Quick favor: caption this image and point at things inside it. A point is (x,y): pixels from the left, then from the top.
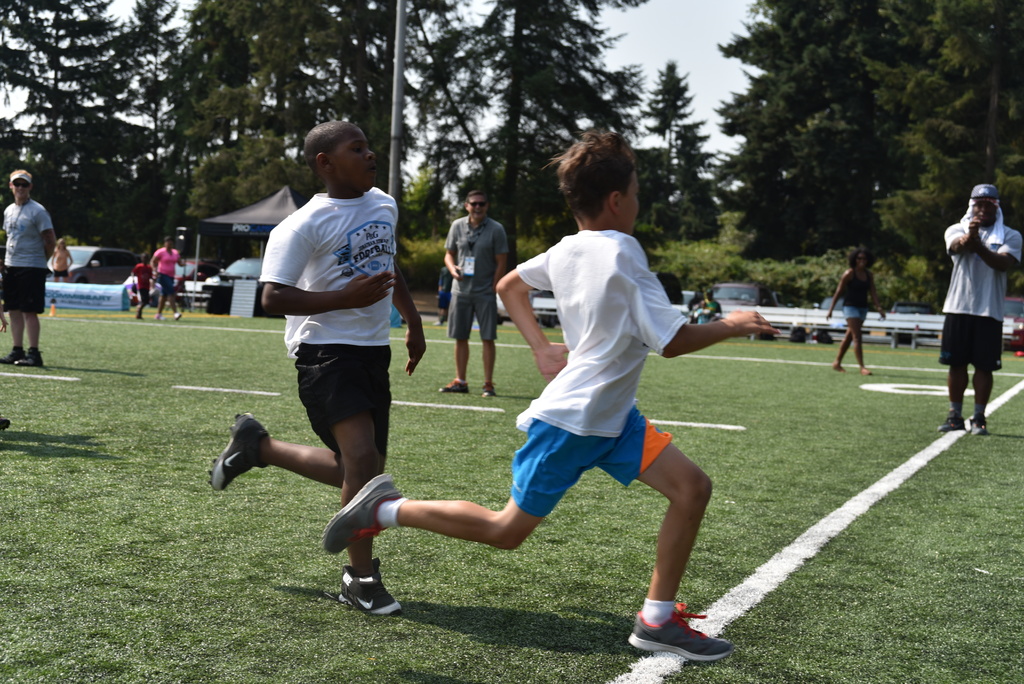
In this picture I can see couple of boys (285,262) are running and few are walking and few are standing and I can see trees (926,77) and a tent (249,225) and few cars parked in the back (170,223) and I can see grass (176,362) on the ground (513,417) and a pole (401,167) and I can see cloudy sky (655,67).
